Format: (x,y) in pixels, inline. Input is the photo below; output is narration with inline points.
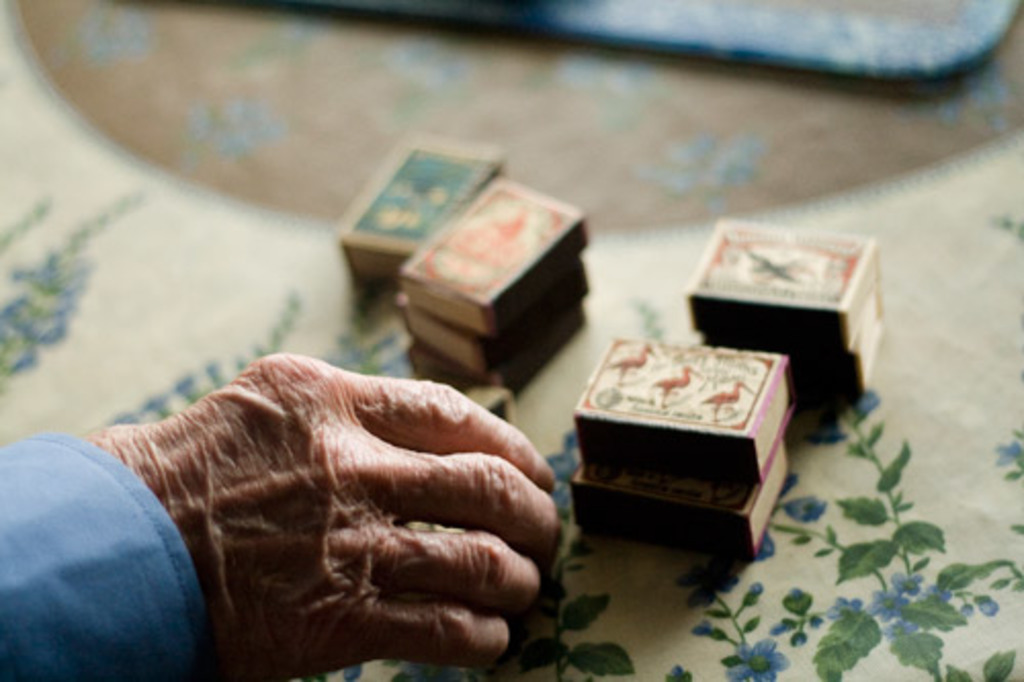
In this image we can see some match boxes (562,309) on the cloth (595,255), also we can see the hand (269,481) of a person (345,510).
